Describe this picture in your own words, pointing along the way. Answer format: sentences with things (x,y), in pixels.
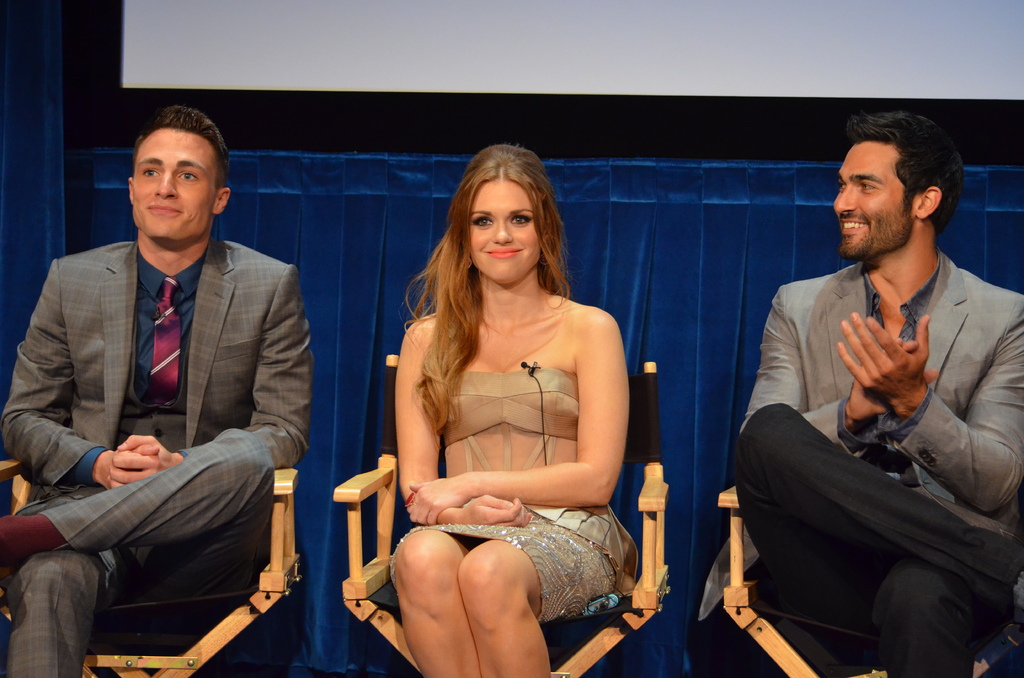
In this picture there is a woman (505,525) sitting in a chair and there are two persons (264,486) sitting on either sides of her and there is a blue cloth (700,262) behind them.
